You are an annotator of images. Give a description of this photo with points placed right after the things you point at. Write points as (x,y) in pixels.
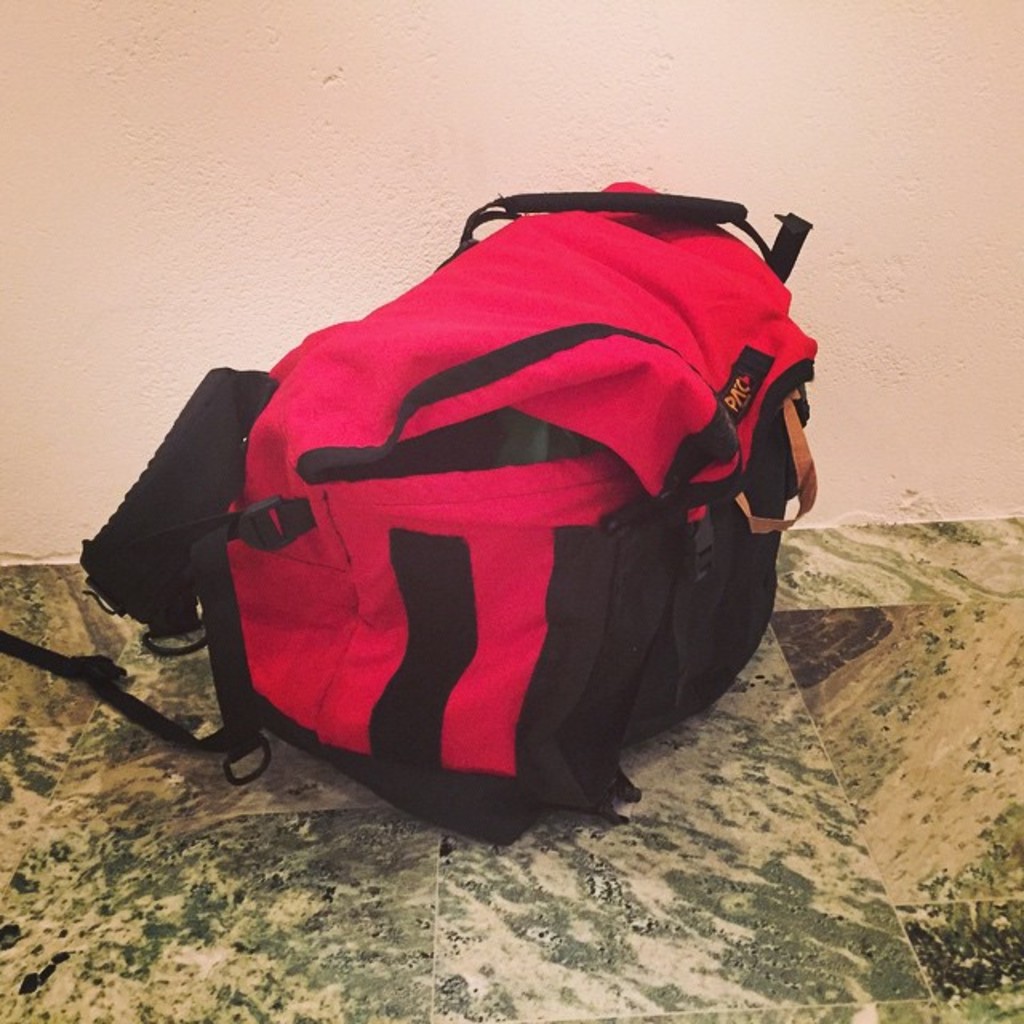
This picture shows a bag (411,808) on the floor (158,793).
